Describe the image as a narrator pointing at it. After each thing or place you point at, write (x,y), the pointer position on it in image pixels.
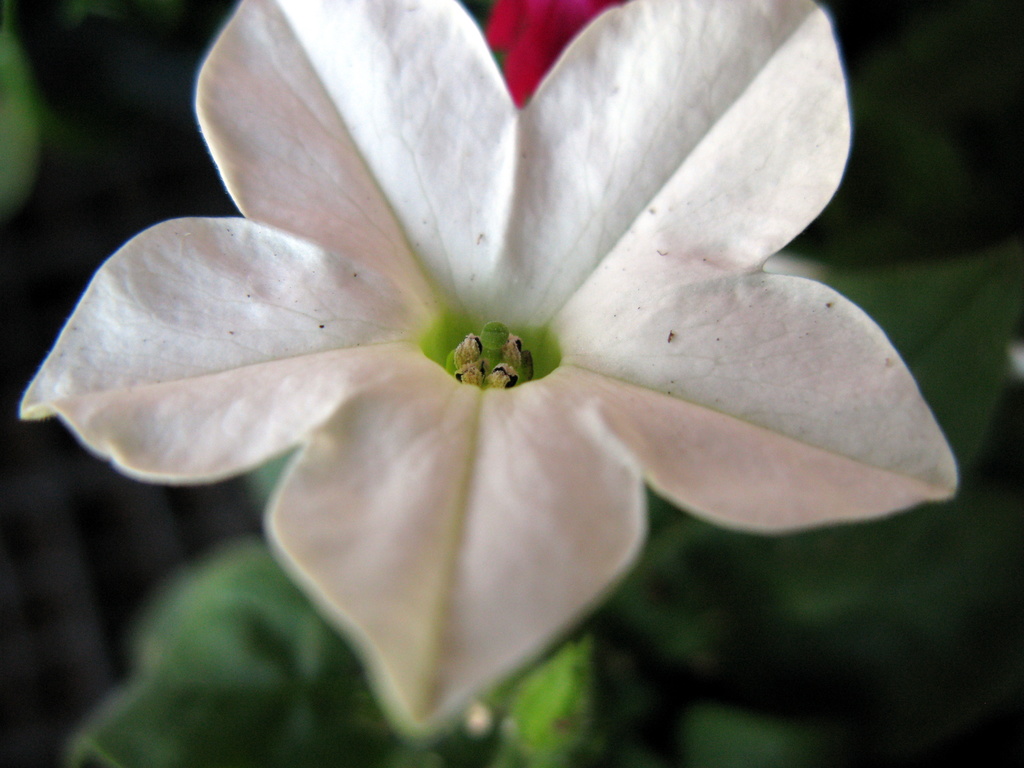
In the picture I can see a flower (476,451) which is in white color and there is a green color object (497,363) in between it and there is greenery (711,664) below the flower (502,407).
